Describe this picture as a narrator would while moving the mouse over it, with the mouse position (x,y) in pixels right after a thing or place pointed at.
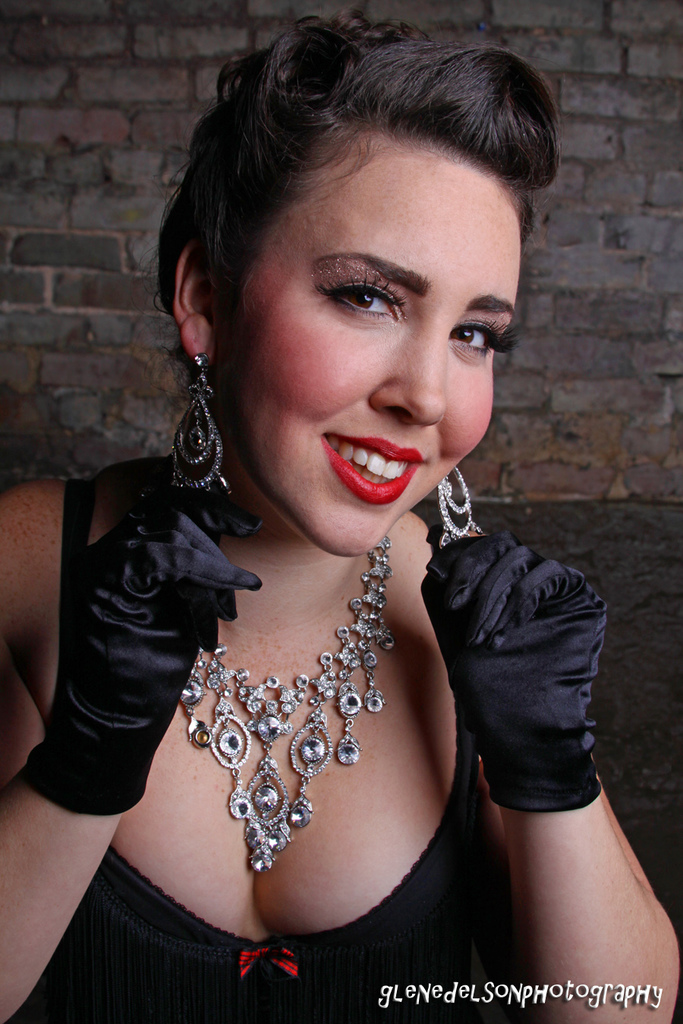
In this picture we can see a woman (563,840) wearing ornaments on her ears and neck (342,570). She wore gloves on her hands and smiling. There is a brick wall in the background (492,523).
